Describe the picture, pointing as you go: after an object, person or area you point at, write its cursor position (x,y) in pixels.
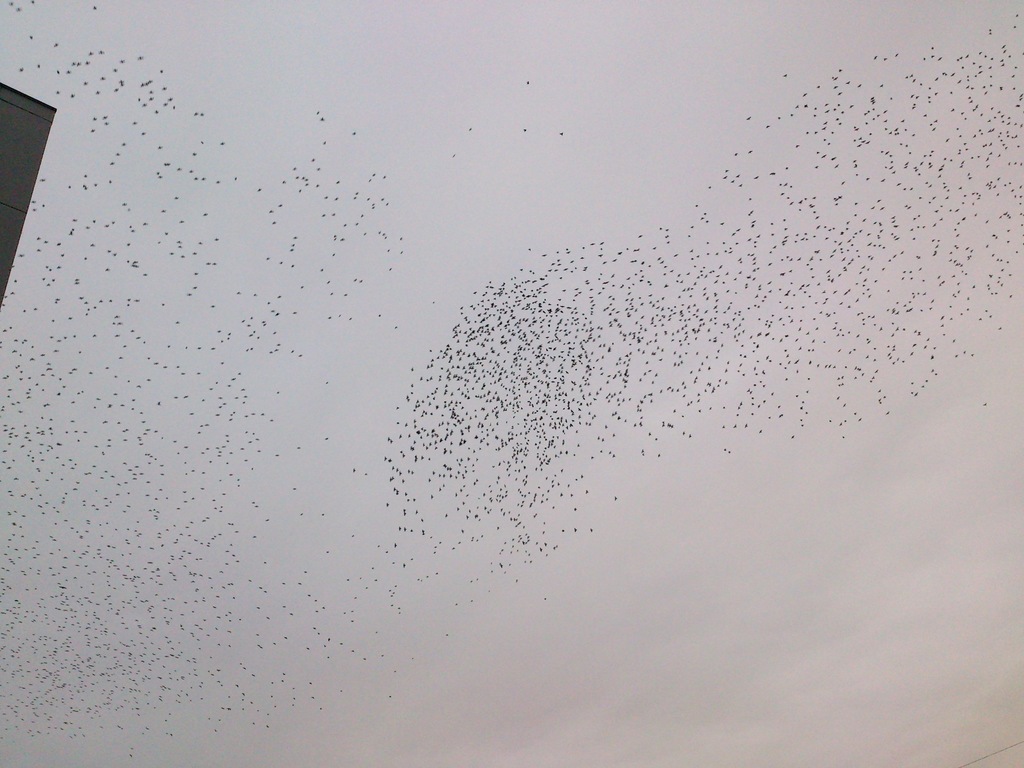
In this image we can see flock of birds (416,389) in the sky (377,371).
